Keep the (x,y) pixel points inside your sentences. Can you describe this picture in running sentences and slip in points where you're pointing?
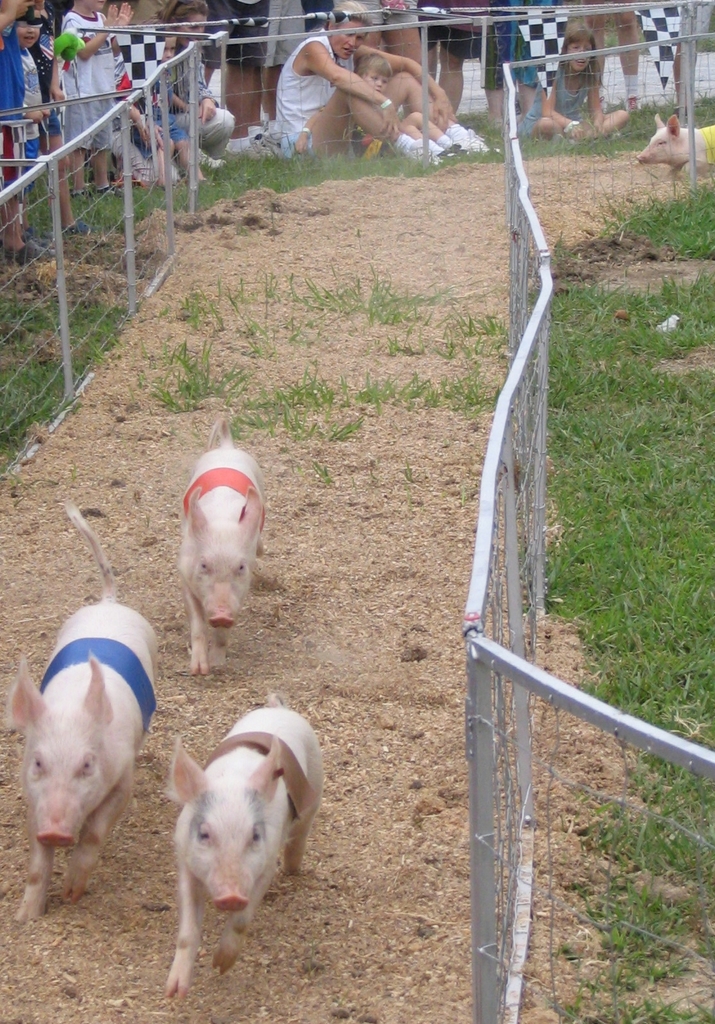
In this image there are three pigs (227,618) running on the sand (348,747). On both sides of the pigs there are fence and also grass (591,369). Behind the fence (245,133) there are people (286,28) watching the pig race.
